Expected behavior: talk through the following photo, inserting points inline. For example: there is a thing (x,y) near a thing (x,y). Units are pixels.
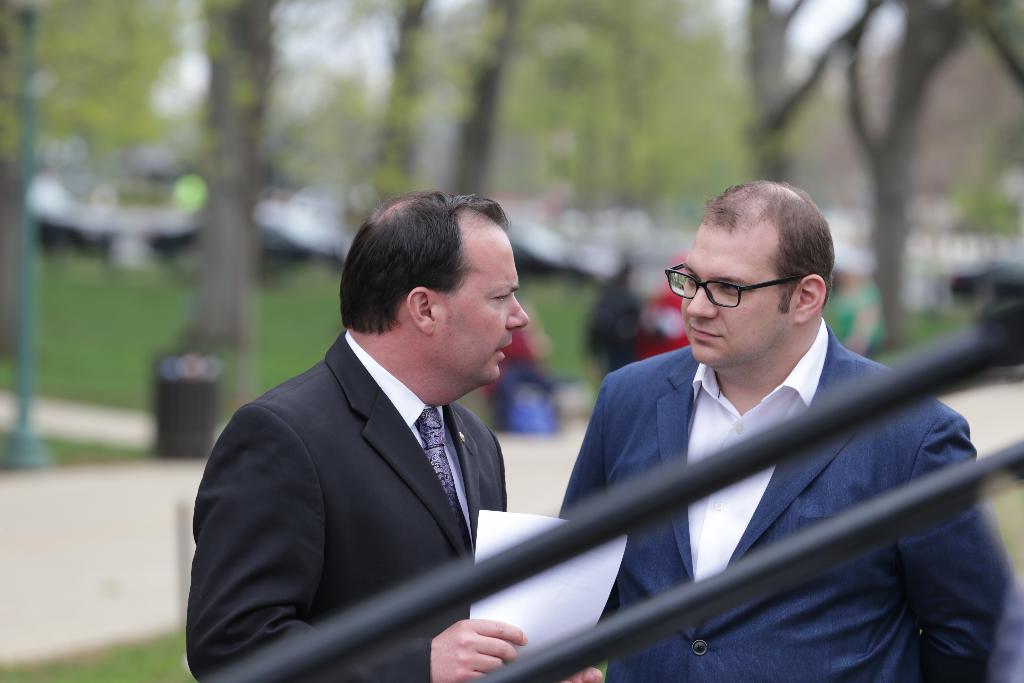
In this image, on the left (339,491) there is a man (339,491), he wears a suit (401,446), shirt (404,417), tie (434,451), he is holding a paper (526,630). On the right (857,460) there is a man (847,502), he wears a suit (832,494), shirt (745,488). In the foreground (738,475) there is a railing (795,577). In the background (165,365) there are trees (197,344), dustbins (178,361), people (600,372), road (134,518).
